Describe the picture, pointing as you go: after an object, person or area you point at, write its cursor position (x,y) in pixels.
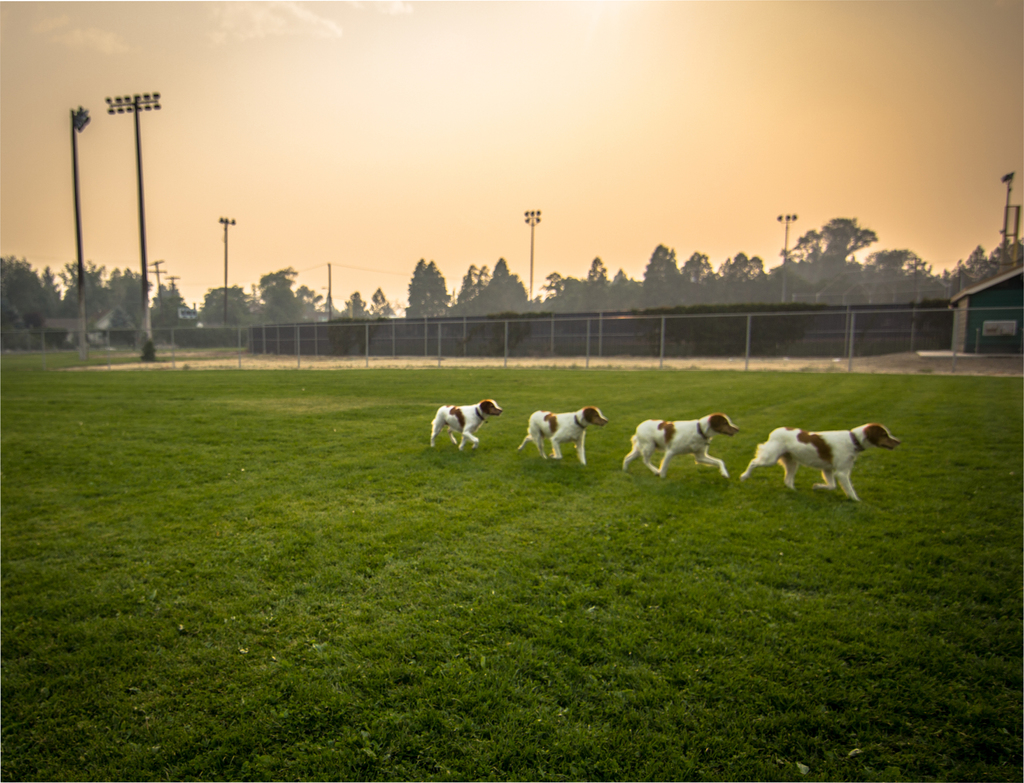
In this picture we can see four dogs (501,409) walking on the grass (220,449). There are few poles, trees (426,294) and a house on the left side (323,315).
